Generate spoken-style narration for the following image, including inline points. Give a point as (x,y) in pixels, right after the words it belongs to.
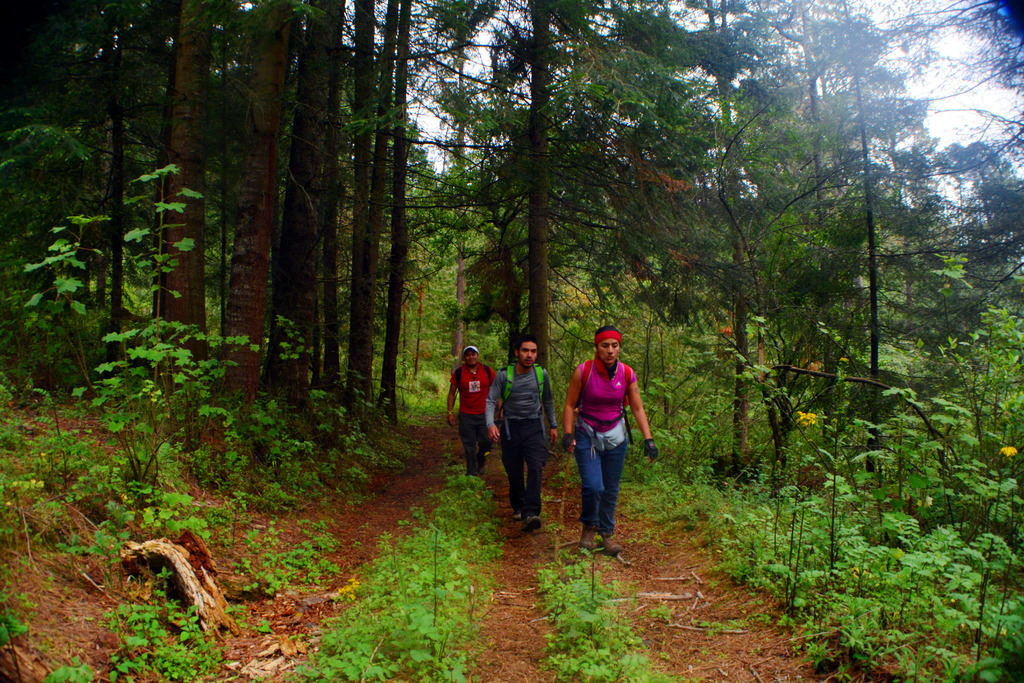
In the foreground of this picture (542,582), there are three people (598,479) walking on the ground (569,492). In the background (853,368), we can see trees (754,294) and the sky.
